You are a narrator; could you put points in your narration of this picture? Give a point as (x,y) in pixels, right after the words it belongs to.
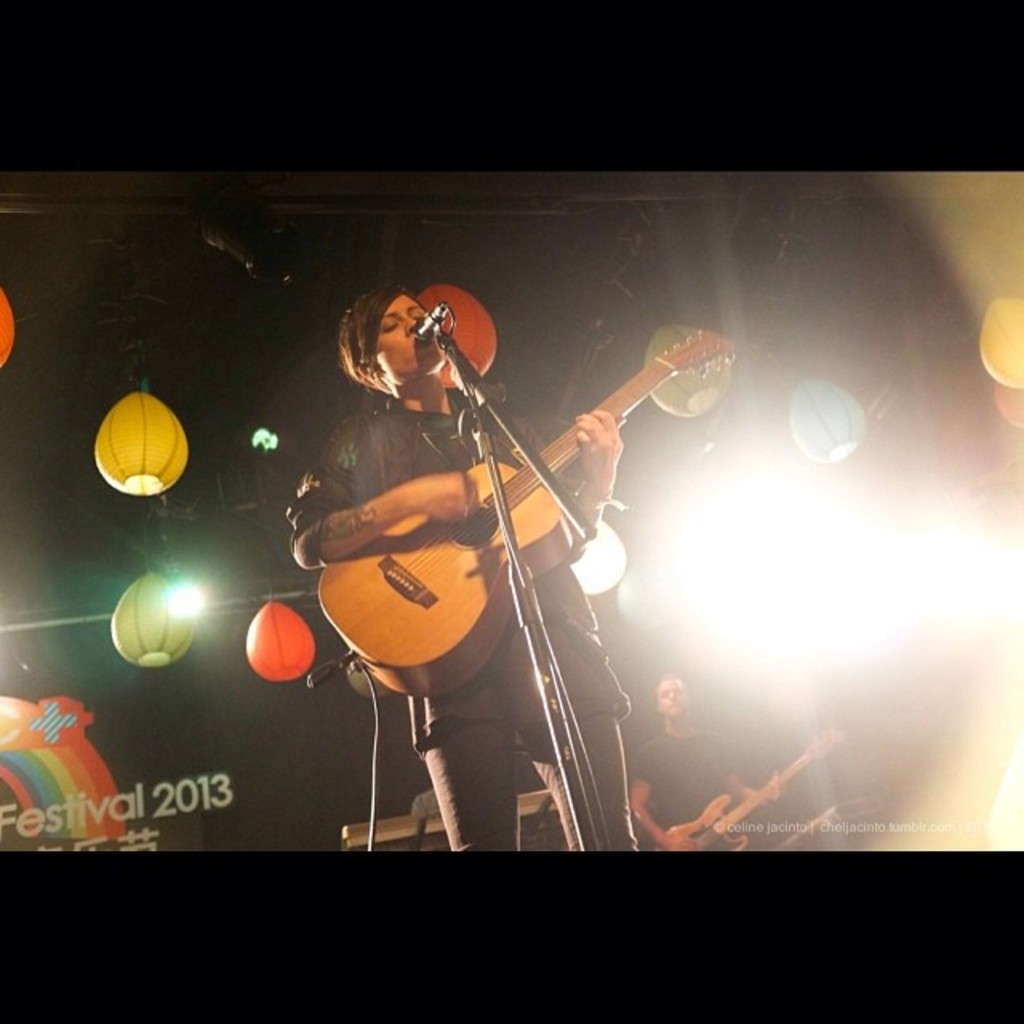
Here we can see a woman (373,360) standing and singing, and holding a guitar (485,515) in his hand (478,490), and at back (846,406) here are the lights (825,437).
